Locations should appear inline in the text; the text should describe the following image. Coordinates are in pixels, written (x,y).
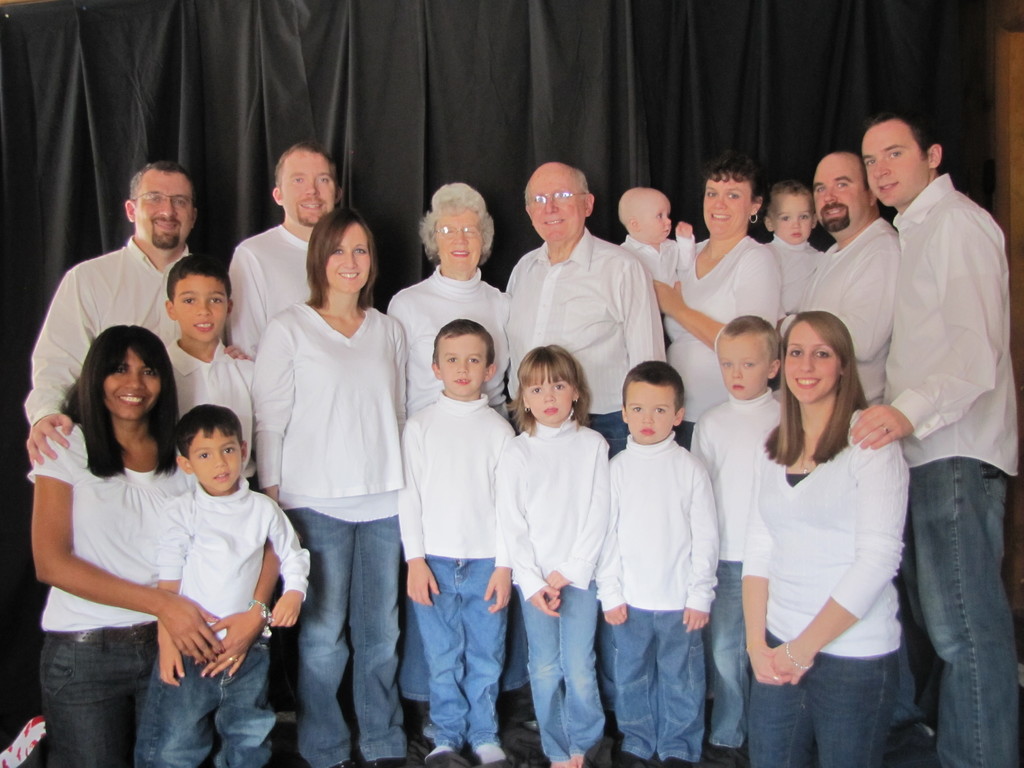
In this image we can see people (779,407) standing. They are all wearing white dresses (88,487). In the background (612,169) there is a curtain (407,68).
